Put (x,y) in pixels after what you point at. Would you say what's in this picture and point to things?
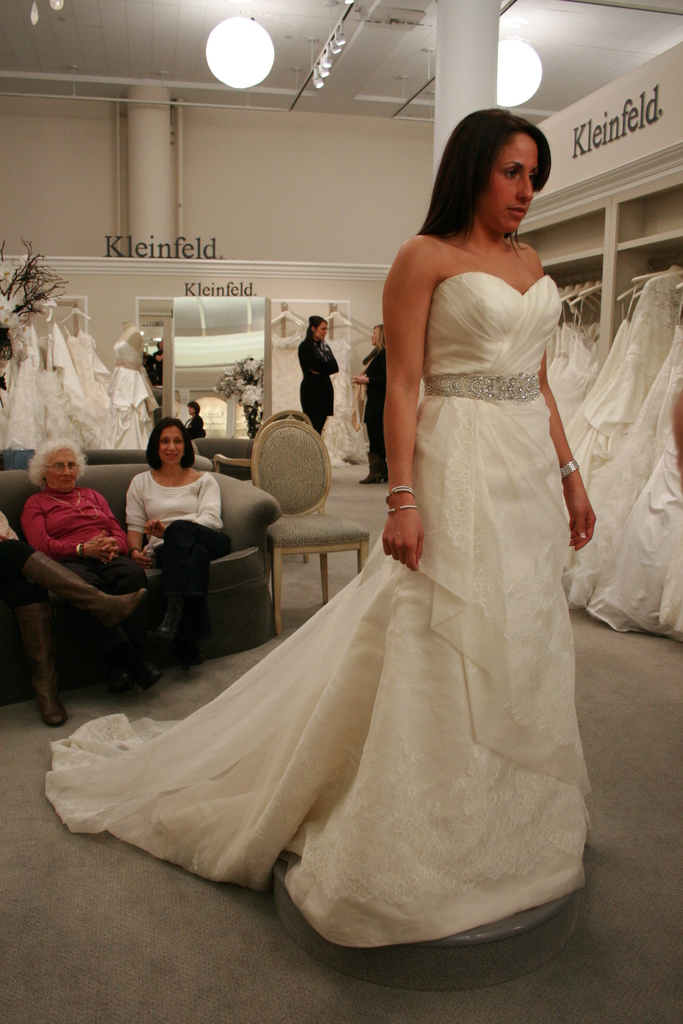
In this image we can see few people (512,753), some of them are sitting on the couch (229,518) and few of them are standing on the floor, there are few clothes (638,302) hanged and there is a pillar (457,83), a light (266,48) to the ceiling (578,42) a mirror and text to the wall (363,222).
